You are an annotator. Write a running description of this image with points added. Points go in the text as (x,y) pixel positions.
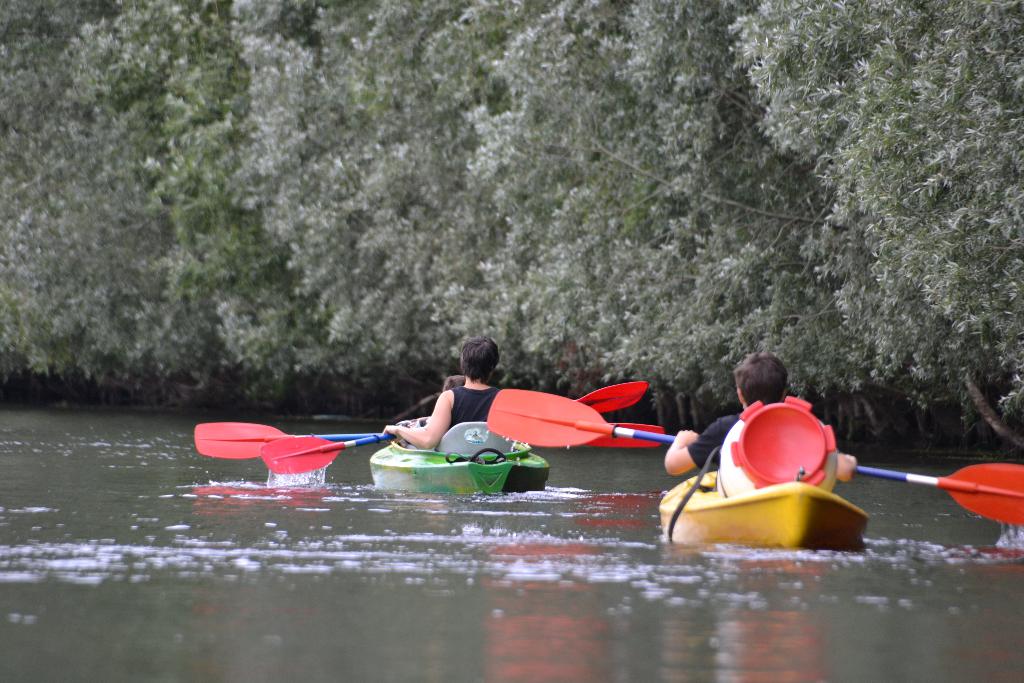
In this image there are two plastic boats (497,454) are sailing on a river (703,551), in that boats (785,511) there are three persons (687,464) sitting, in the background (751,212) there are trees (329,165).
